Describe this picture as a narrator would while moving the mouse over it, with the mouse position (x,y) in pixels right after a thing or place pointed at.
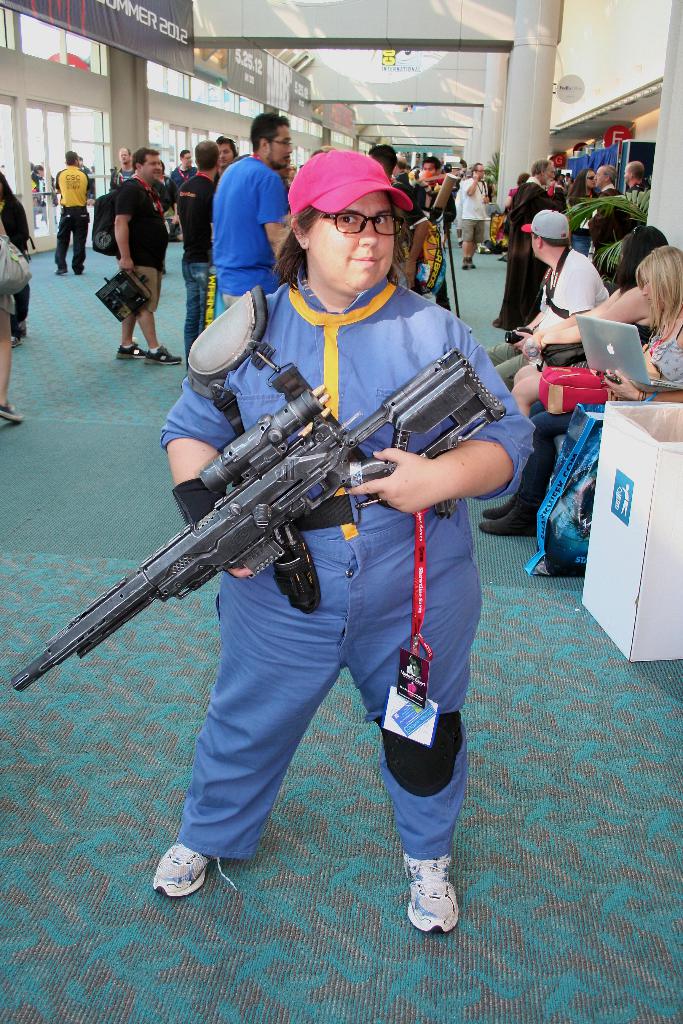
In this image we can see people (329,203) standing on the floor (501,624) and some are sitting on the chairs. In the background (608,247) there are house plants (618,246), advertisement boards (137,18), pillars (137,90) and glasses (173,132).
